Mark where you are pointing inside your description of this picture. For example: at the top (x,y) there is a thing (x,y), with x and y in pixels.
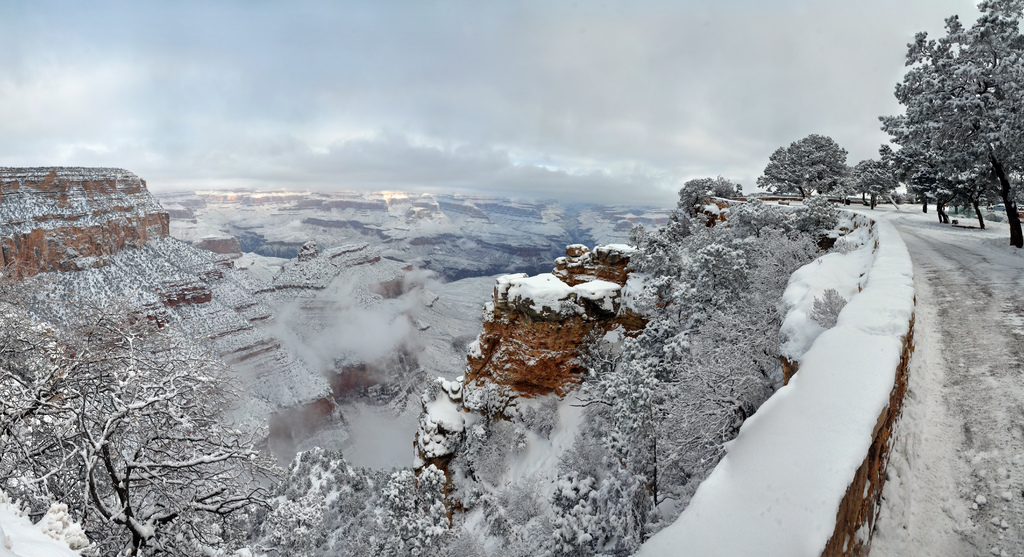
In this image we can see some hills (384,380) and the trees (198,430) which are covered with the snow (264,333). On the right side (795,444) we can see a fence (811,404). On the backside (486,120) we can see the sky (474,123) which looks cloudy.
